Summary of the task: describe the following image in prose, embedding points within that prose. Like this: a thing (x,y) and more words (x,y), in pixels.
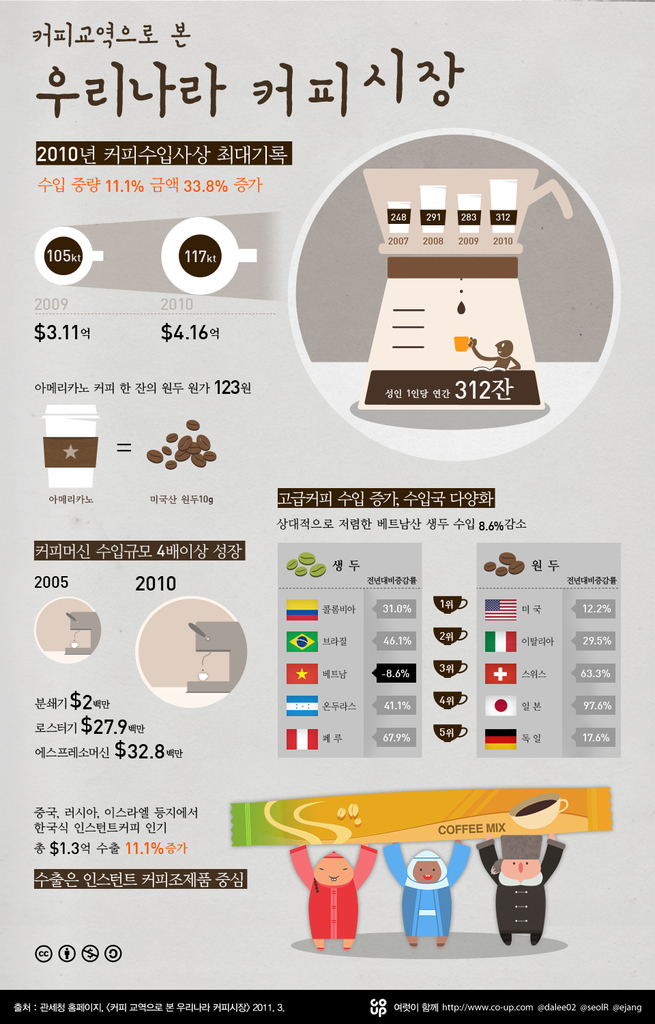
In this image we can see the depiction of three people (388,847) holding the object (393,815) and on the object (541,798) we can see the depiction of a cup (528,820) and we can also see the text (451,832). Image also consists of different flags (308,634) with different languages and percentages (407,638). We can also see the years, prices (198,331) and also depiction of a cup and coffee beans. We can also see some icons (48,951). At the bottom (201,1009) we can see the text (625,1009) in different language.
